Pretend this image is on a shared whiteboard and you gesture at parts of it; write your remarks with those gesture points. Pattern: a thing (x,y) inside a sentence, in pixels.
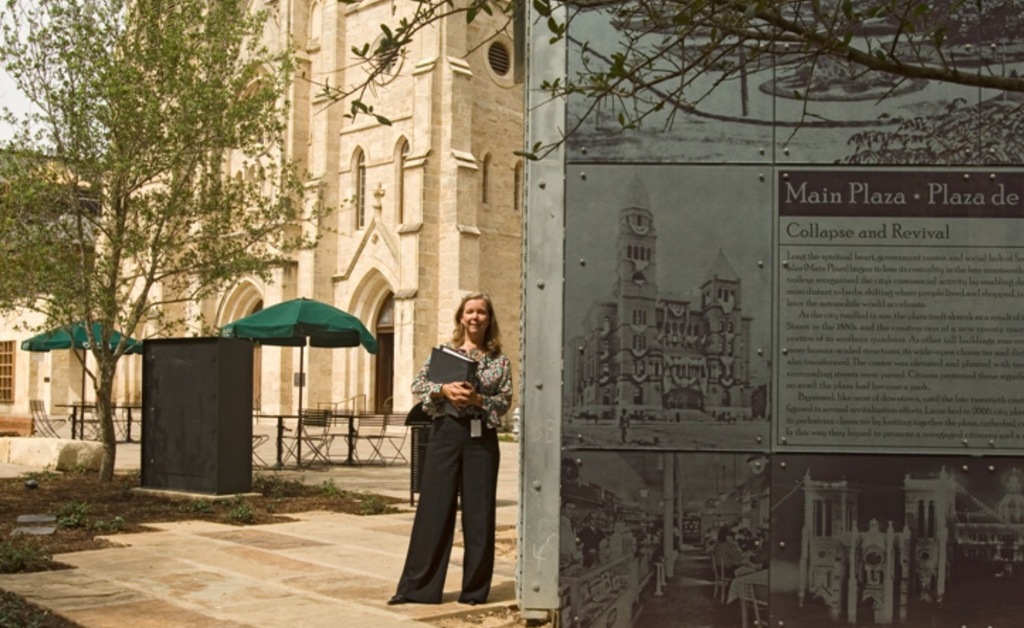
In the middle of the image (472,404) we can see a woman (464,470), she is holding a book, behind her we can see a box (202,353), umbrellas (69,333), chairs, trees (225,208) and buildings (379,253), on the right side of the image (792,278) we can find some text (834,375).
